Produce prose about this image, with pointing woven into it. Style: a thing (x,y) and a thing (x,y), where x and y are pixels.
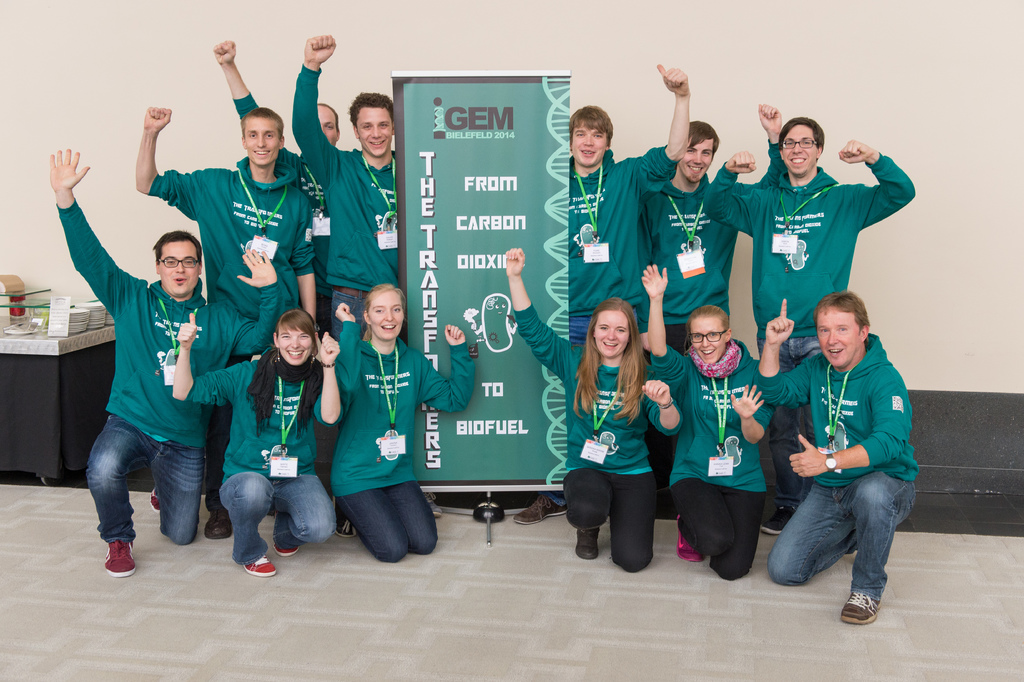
In this image there are persons (346,300) kneeling and standing and smiling near a banner (527,198) with some text (502,261) written on it. On the left side (22,382) there is a table (47,358), on the table (52,345) there are objects (49,321) which are white and brown in colour.
